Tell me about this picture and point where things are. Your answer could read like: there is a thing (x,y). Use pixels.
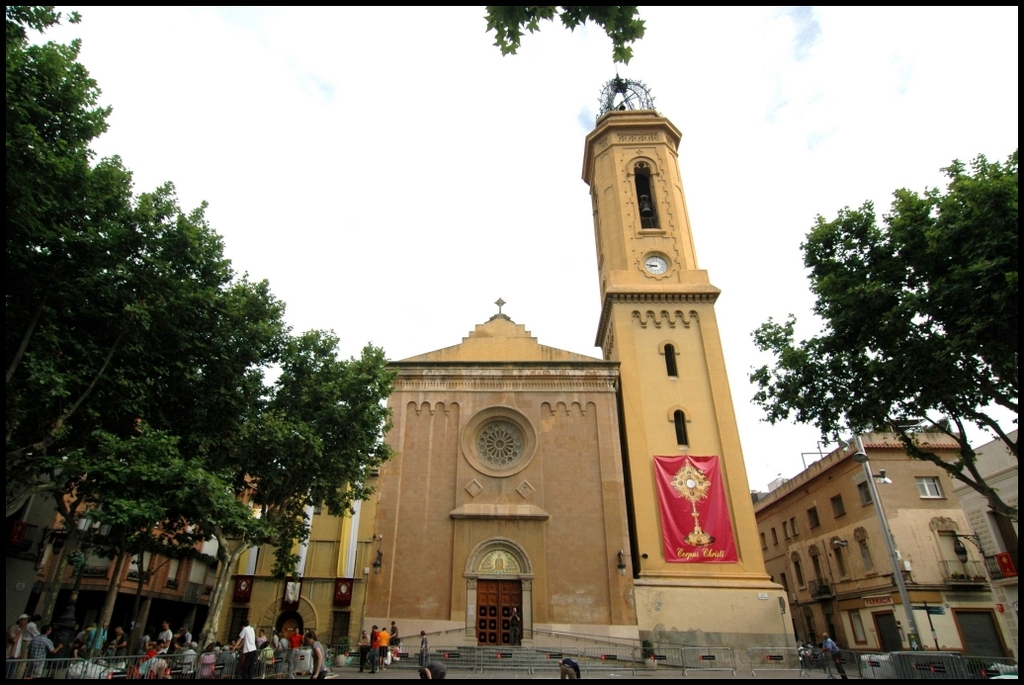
In this image we can see a few buildings (528,509), on the building (668,250) we can see a clock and a poster (721,499), there are some trees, people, grille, staircase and a door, in the background (559,329) we can see the sky (360,154).
